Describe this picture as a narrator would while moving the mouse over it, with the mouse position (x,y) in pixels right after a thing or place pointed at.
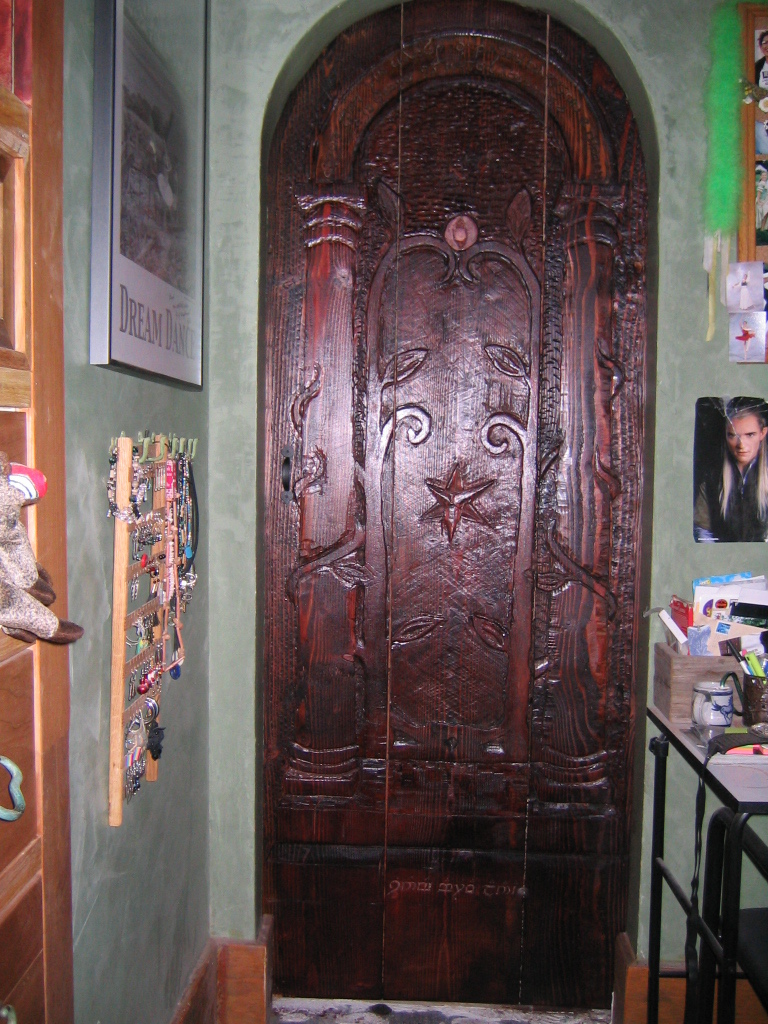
In the center of the image (425,607) there is a door (477,338). On the right side of the image (719,782) there is a table (728,776) and on top of it there is a cup (712,721), pen stand (753,712), books (685,621) and a few other objects (723,754). On the left side of the image (31,310) there is a wooden rack (55,382) and there are few objects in it. On both right and left side of the image (181,385) there are photo frames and posters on it.
